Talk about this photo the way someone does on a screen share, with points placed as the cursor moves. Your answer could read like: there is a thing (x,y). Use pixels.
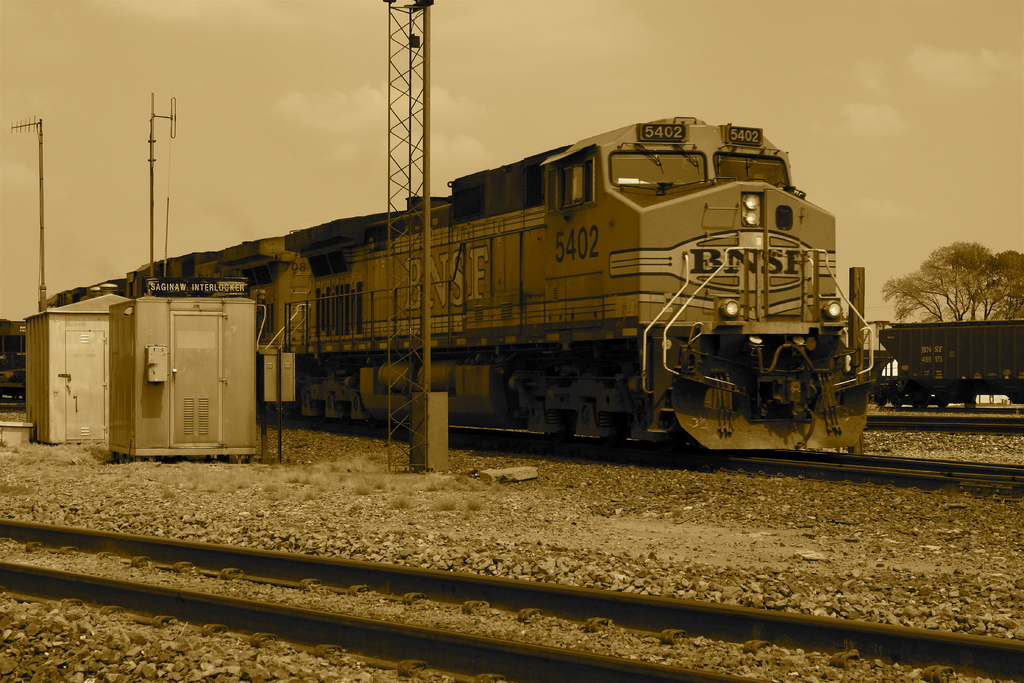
In this picture we can see 2 trains (706,328) on different railway tracks (947,419). On the left side (37,375), we can see poles (389,314) and some kind machines (70,334).
